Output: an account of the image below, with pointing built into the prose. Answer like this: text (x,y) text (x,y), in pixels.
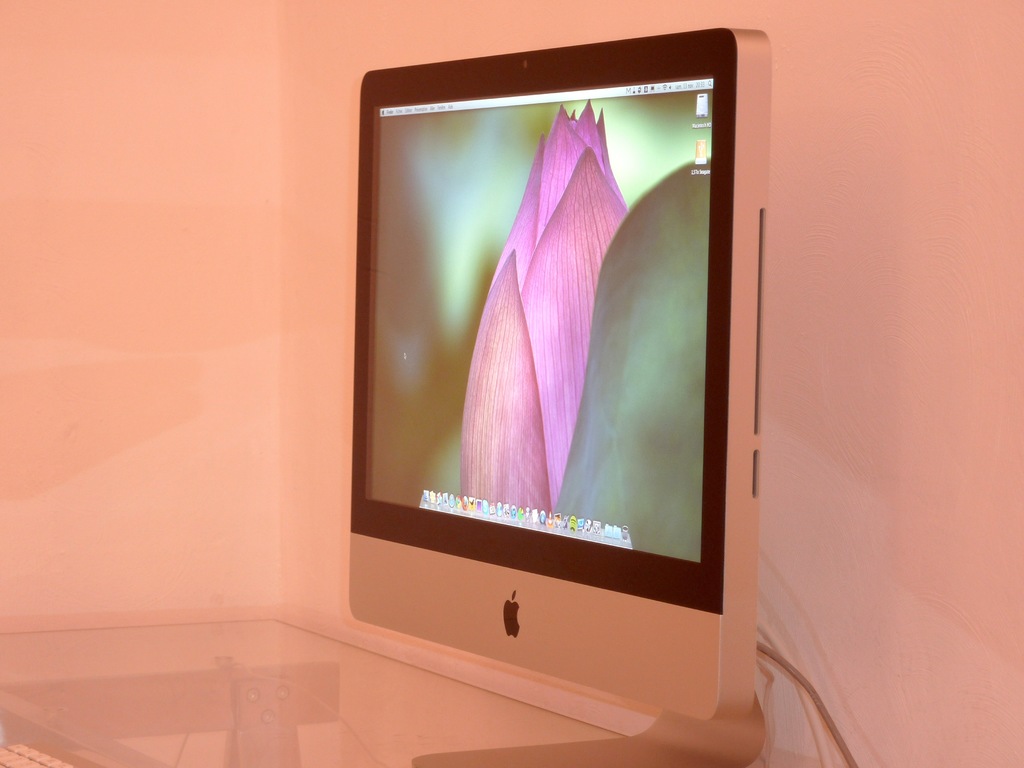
In the center of the image (444,332) there is a monitor (532,417) placed on the table (256,630). In the background (87,420) there is wall (824,186).
